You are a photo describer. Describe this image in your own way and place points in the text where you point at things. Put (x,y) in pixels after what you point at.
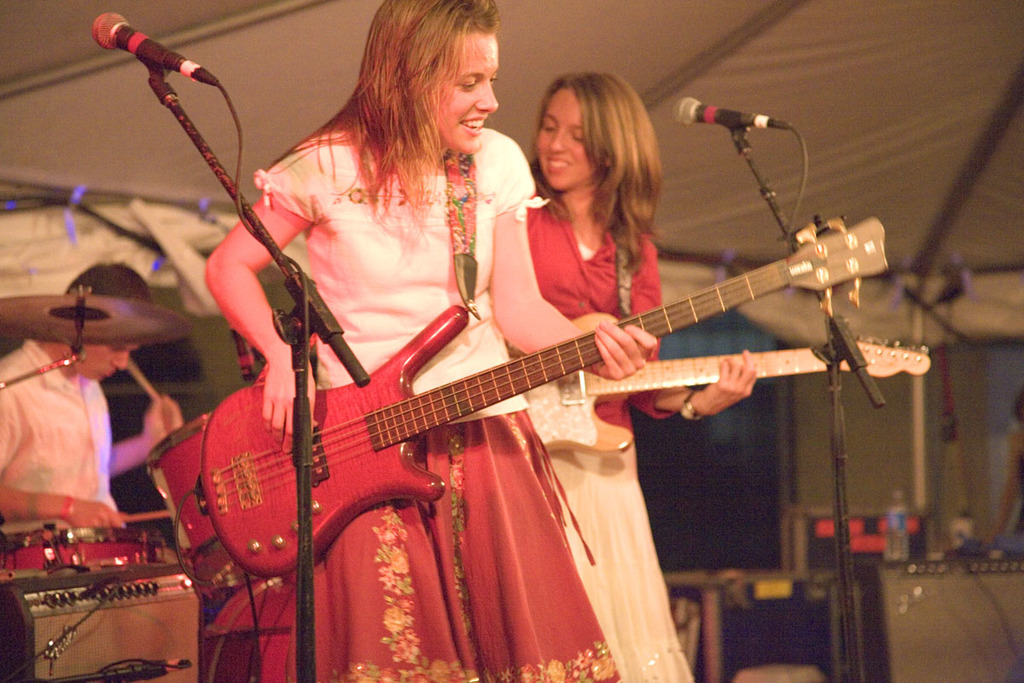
In this picture I can see 2 women (527,225) in front (527,290) who are holding guitars (662,318) and I see tripods (854,578) on which there are mics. In the background (111,500) I can see a man (96,456) who is holding sticks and I see few equipment (146,541) near to him. On the right side of this image (894,593) I see a bottle (891,553) and other thing (833,567). On the top of this picture (804,104) I can see the cloth (16,42) and purple color things (961,256).
